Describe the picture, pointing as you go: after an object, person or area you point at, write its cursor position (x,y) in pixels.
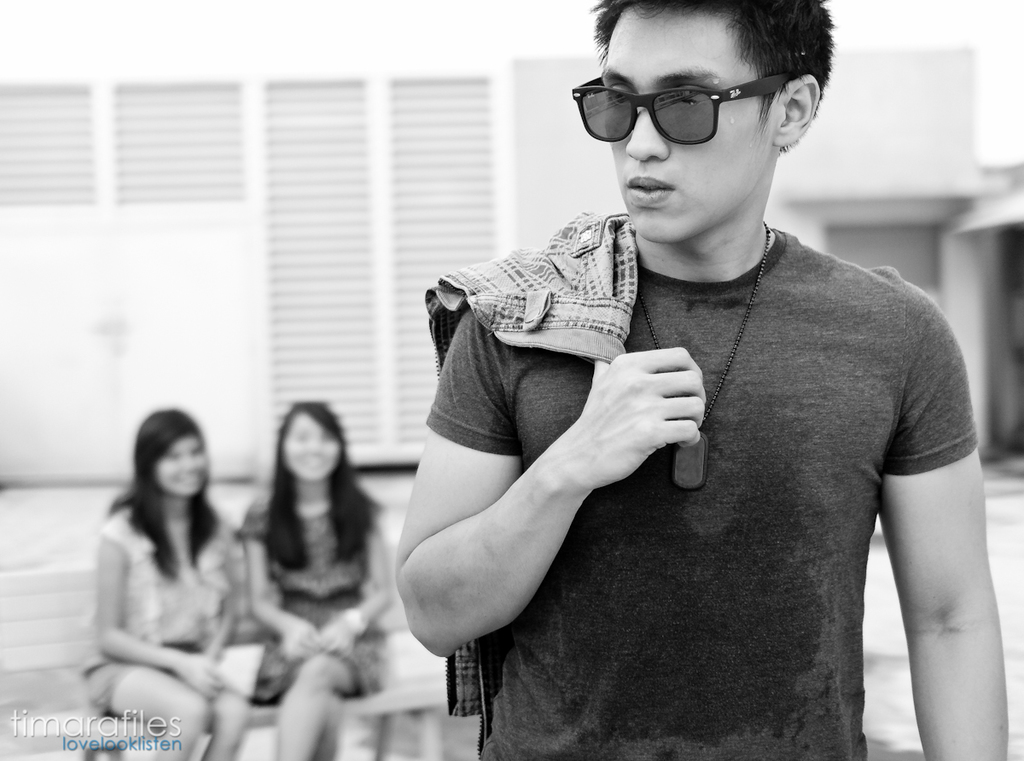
In the bottom left (103,727), there is a watermark (68,738). On the right side (723,27), there is a person (699,9) in a t-shirt (822,393), placing a cloth (441,288) on his shoulder (616,260) and holding with one hand (604,445) and standing. In the background (390,459), there are two women (359,530) smiling and sitting on a bench (373,700) and there is a building (409,153).
